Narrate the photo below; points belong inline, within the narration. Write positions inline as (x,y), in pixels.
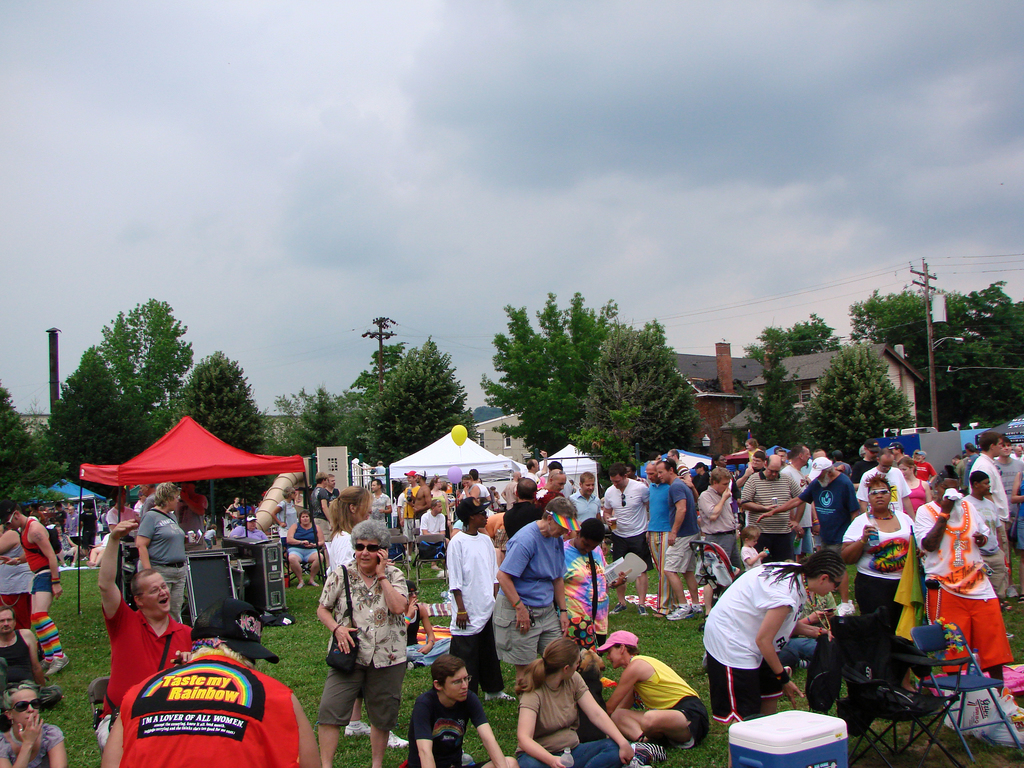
This image is taken outdoors. At the top of the image (156,219) there is the sky (393,267) with clouds (639,243). In the background (461,400) there are many trees (319,415) with leaves (171,348), stems (425,367) and branches (601,381). There are a few houses (523,449). There is a pole (929,361) with a few wires (715,307). There are a few tents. There are a few stalls (69,496). There are a few objects (258,579) on the ground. Many people (124,530) are standing on the ground (82,575). A few are walking and a few are sitting on the ground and chairs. There are many objects (891,683) on the ground (1016,622).
